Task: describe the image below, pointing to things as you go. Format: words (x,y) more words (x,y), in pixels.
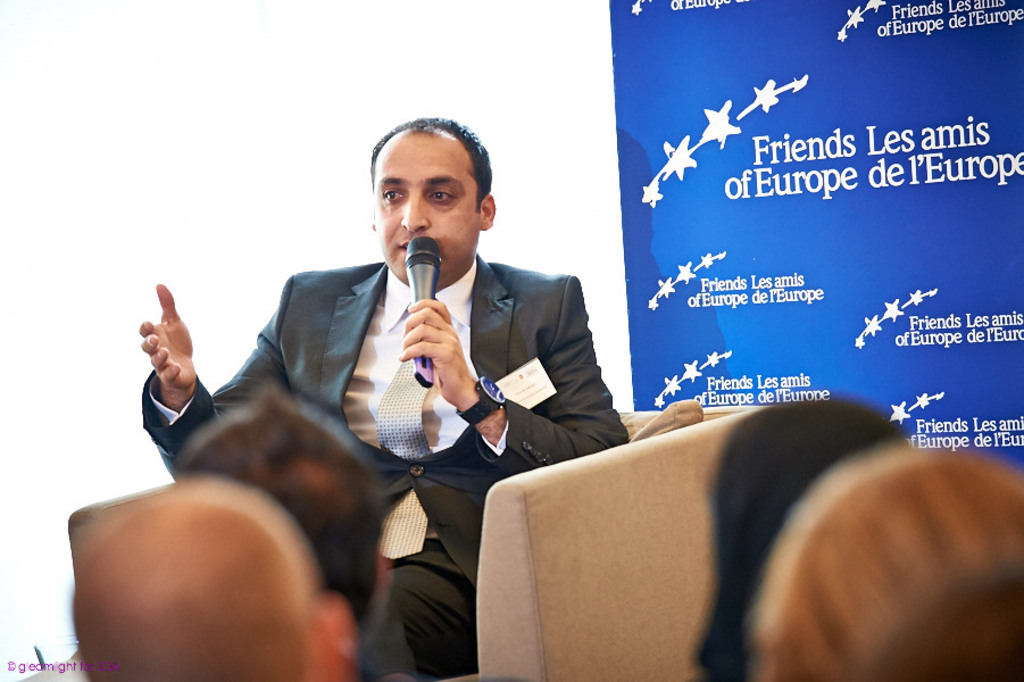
A man (510,321) is sitting on the sofa (533,534) and speaking into microphone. He wore coat (597,412), tie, shirt (466,344). On the right side (844,249) there is a banner (831,251) in blue color.
